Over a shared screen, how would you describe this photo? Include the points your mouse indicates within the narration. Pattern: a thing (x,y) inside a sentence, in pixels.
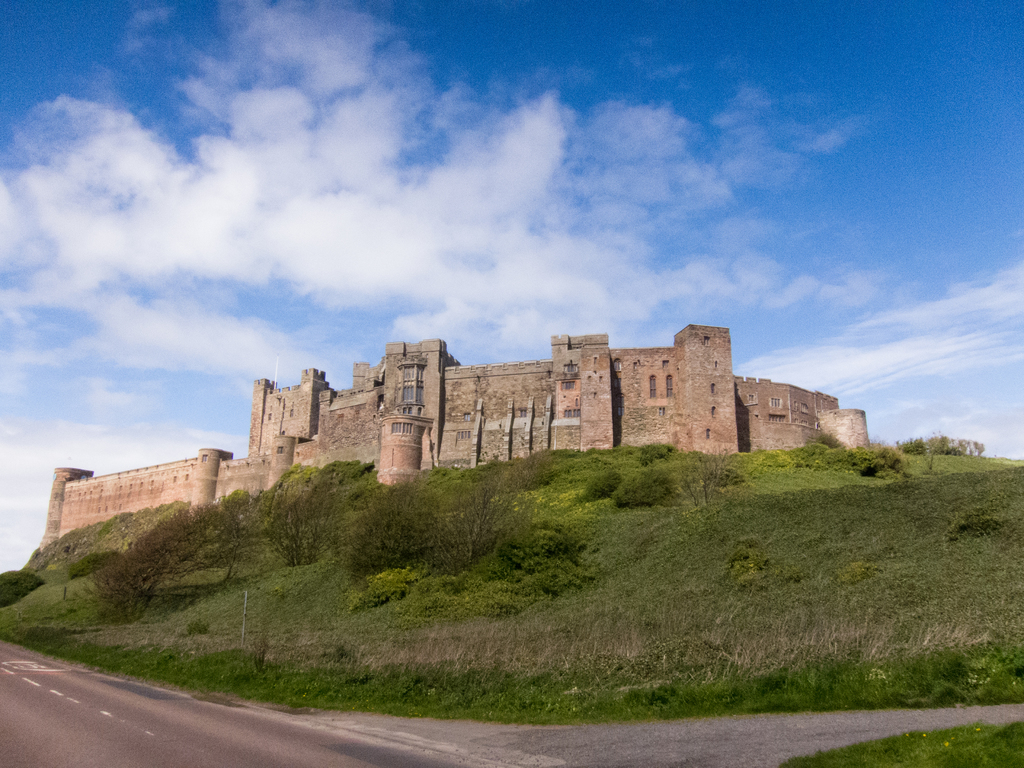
In the foreground of this image (520,748), there is a road (391,738). In the middle (467,507), there is grass land (690,533) and few trees (388,542) and we can also see a castle (572,436). At the top (555,175), there is the sky (486,171).
